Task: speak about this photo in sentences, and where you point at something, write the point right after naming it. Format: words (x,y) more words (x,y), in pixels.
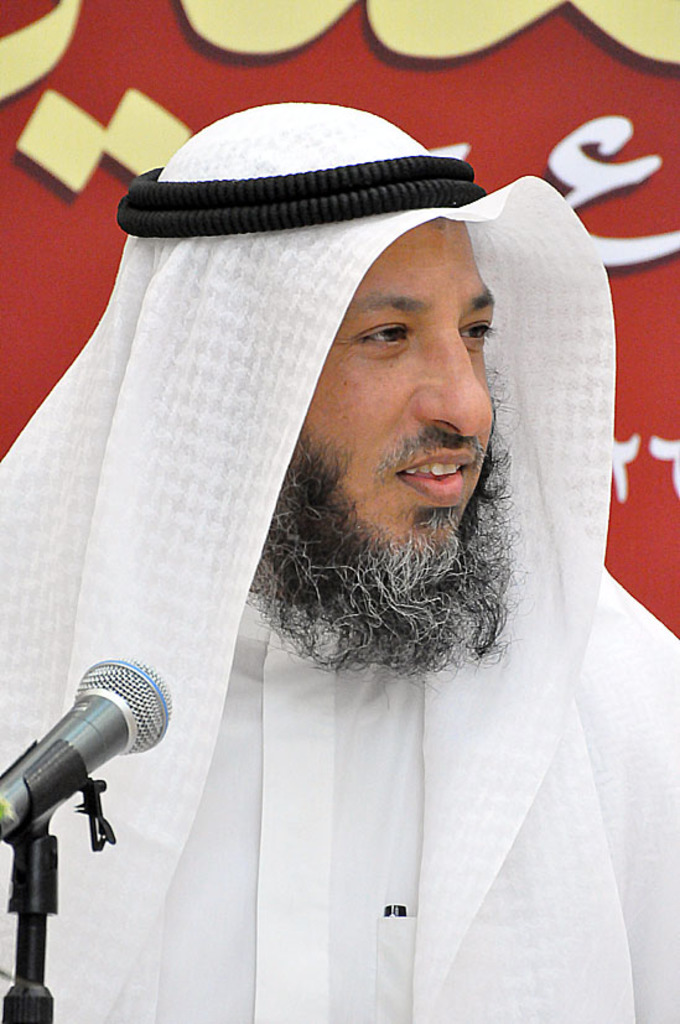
There is a person (375,464) wearing a white scarf (281,385) on the head (381,258) with black color round thing (267,208). In the back (206,86) there is a red wall (351,98) with something written on that. In front of him there is a mic (78,744) with mic stand (63,789).
